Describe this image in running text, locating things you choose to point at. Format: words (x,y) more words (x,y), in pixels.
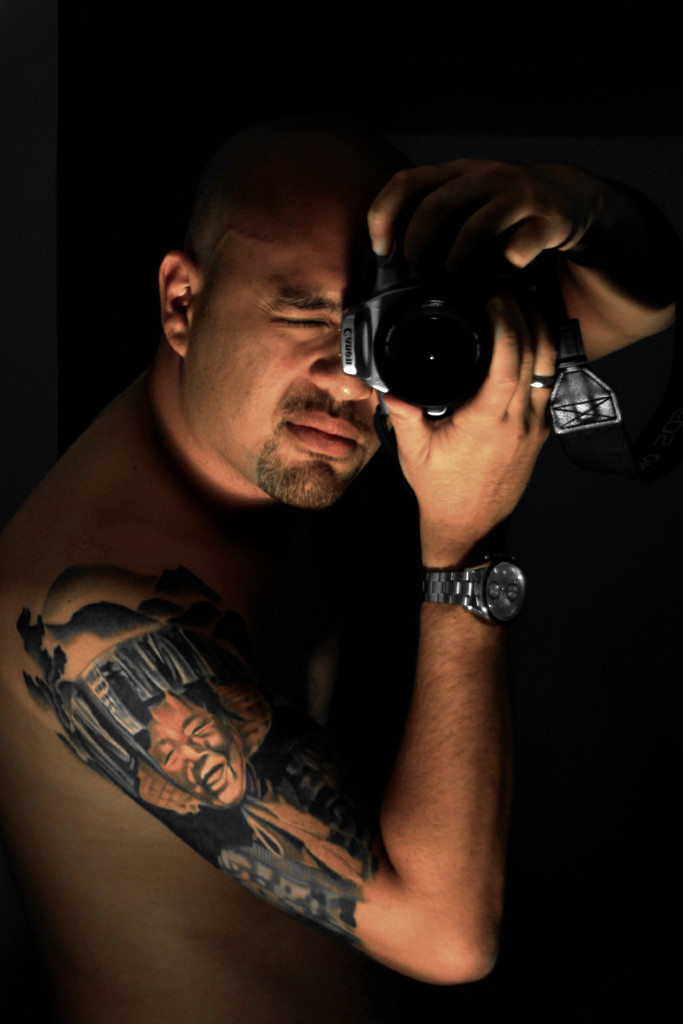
There is man (263,548) holding camera (343,367) and he is wearing a watch (450,587) and he is having a tattoo (171,723) on his right hand (86,702).
